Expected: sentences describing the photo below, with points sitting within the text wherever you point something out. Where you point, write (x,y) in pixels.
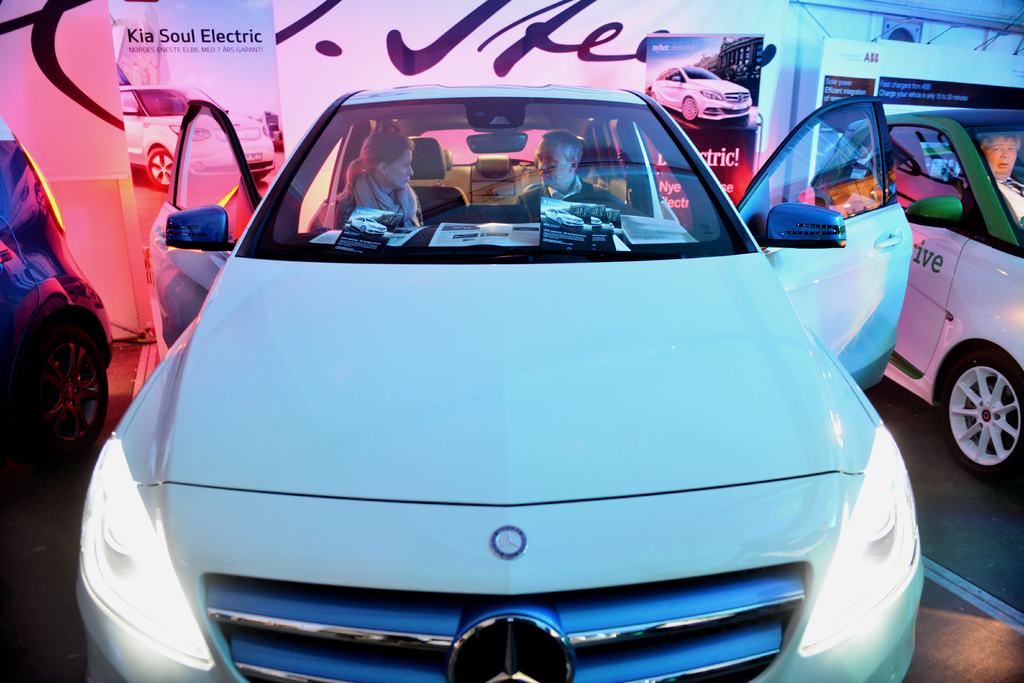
This picture is clicked inside. In the center (643,303) we can see the two persons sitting in the car (577,527). On the right (1014,203) there is a person (1010,156) sitting in another car (990,316). In the background (409,26) we can see the banners (321,32) on which we can see the pictures (704,96) of cars (172,101) and building (750,61) and we can see the text (408,54) is printed on the banners (343,9).
